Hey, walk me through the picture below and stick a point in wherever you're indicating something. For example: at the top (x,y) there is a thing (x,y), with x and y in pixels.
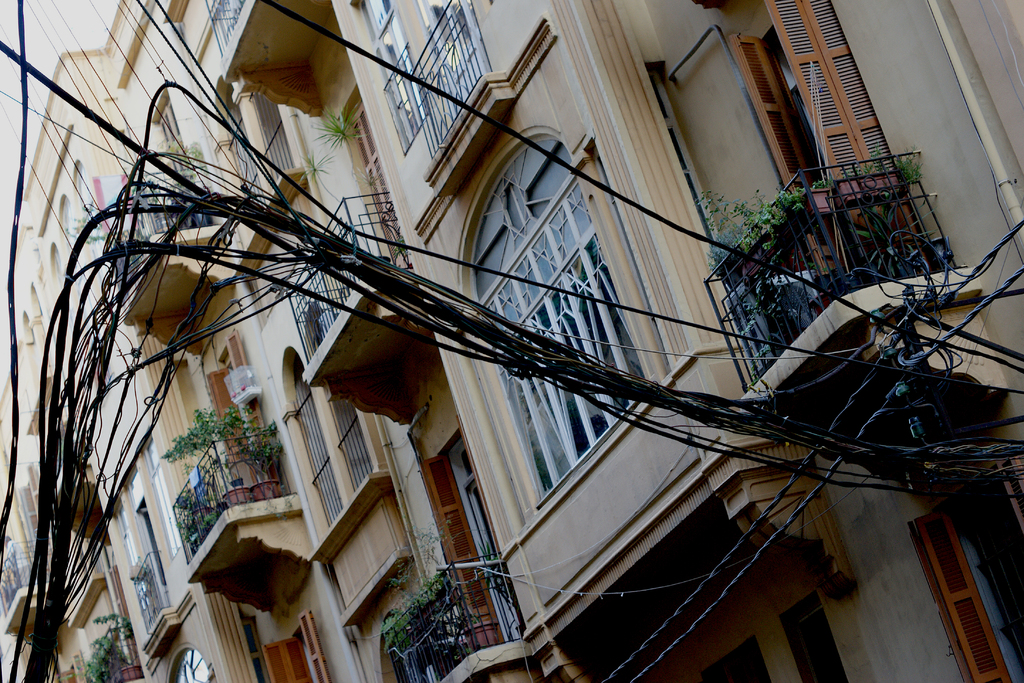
In the image we can see some wires (1,44). Behind the wires (913,263) there are some buildings (776,603), on the buildings (60,194) there are some plants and windows (441,25).
